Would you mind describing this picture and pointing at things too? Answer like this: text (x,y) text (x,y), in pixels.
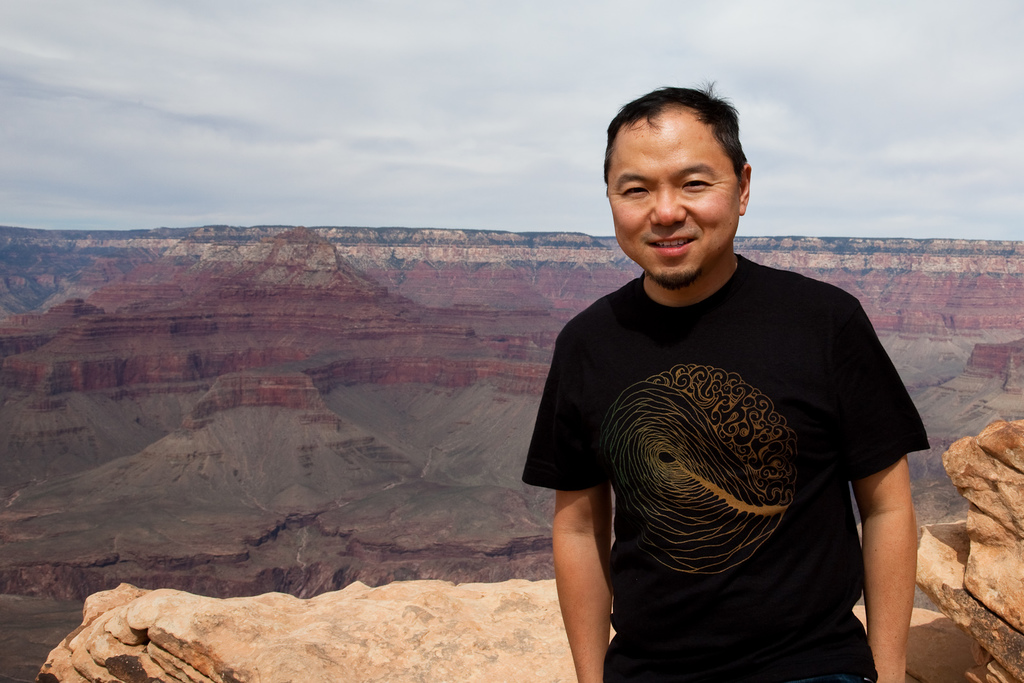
In this image on the right (693,439), there is a man (697,358), he wears a t shirt (739,510), trouser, he is smiling. In the background (475,374) there are hills (339,334), stones (244,604), sky (152,136) and clouds (160,118).
